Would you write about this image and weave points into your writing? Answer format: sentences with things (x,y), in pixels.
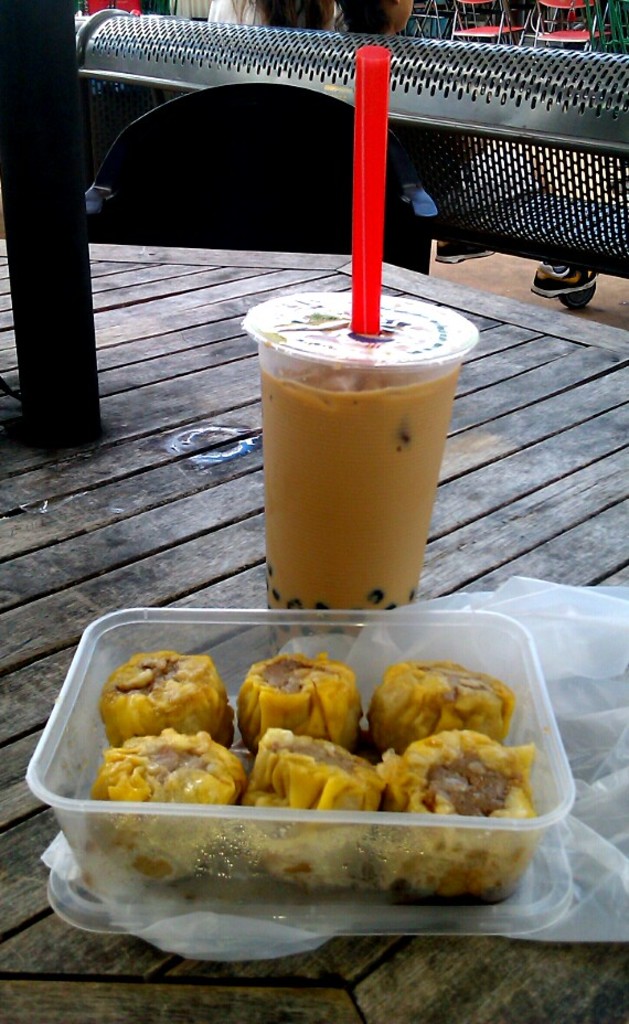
In this image I can see few food items (299,778) in the box (315,830) and the food items (339,761) are in yellow color and I can also see the glass (343,416) on the wooden surface (175,520). In the background (237,144) I can see few people (390,7) sitting and few chairs (616,6).
